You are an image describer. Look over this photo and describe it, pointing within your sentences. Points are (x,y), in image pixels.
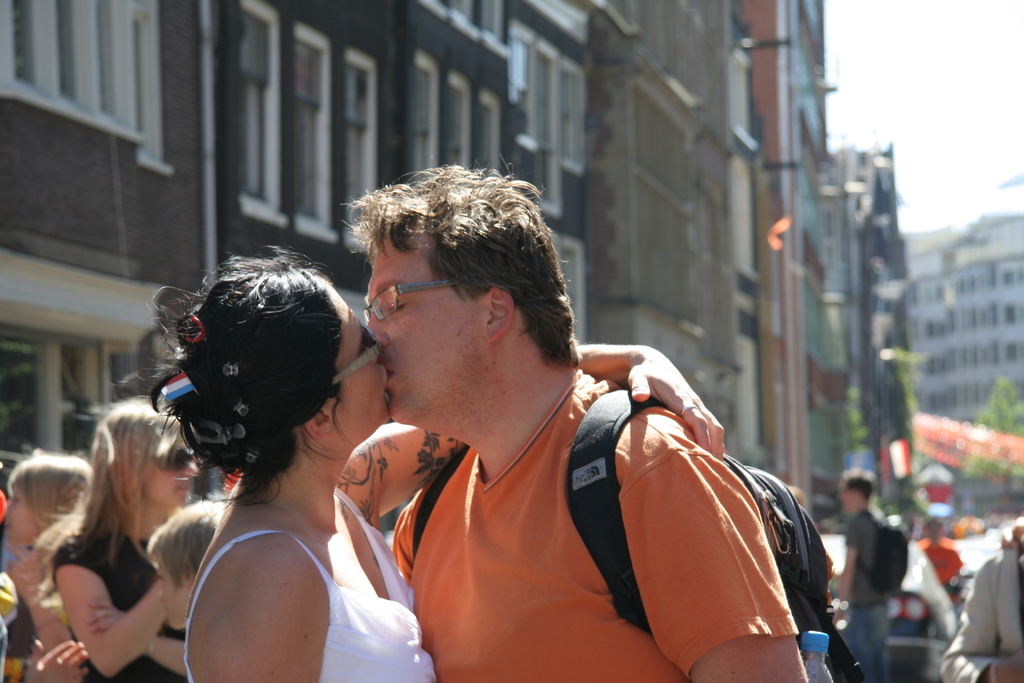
In the picture we can see a man (674,508) and a woman (241,510) are kissing on the road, man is wearing a orange T-shirt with a bag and woman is wearing a white dress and behind them we can see some people (941,565) are standing and near to them we can see some buildings (691,250) and windows (571,108) to it and in the background (940,336) also we can see some buildings (954,324), trees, car (924,573) and a sky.
